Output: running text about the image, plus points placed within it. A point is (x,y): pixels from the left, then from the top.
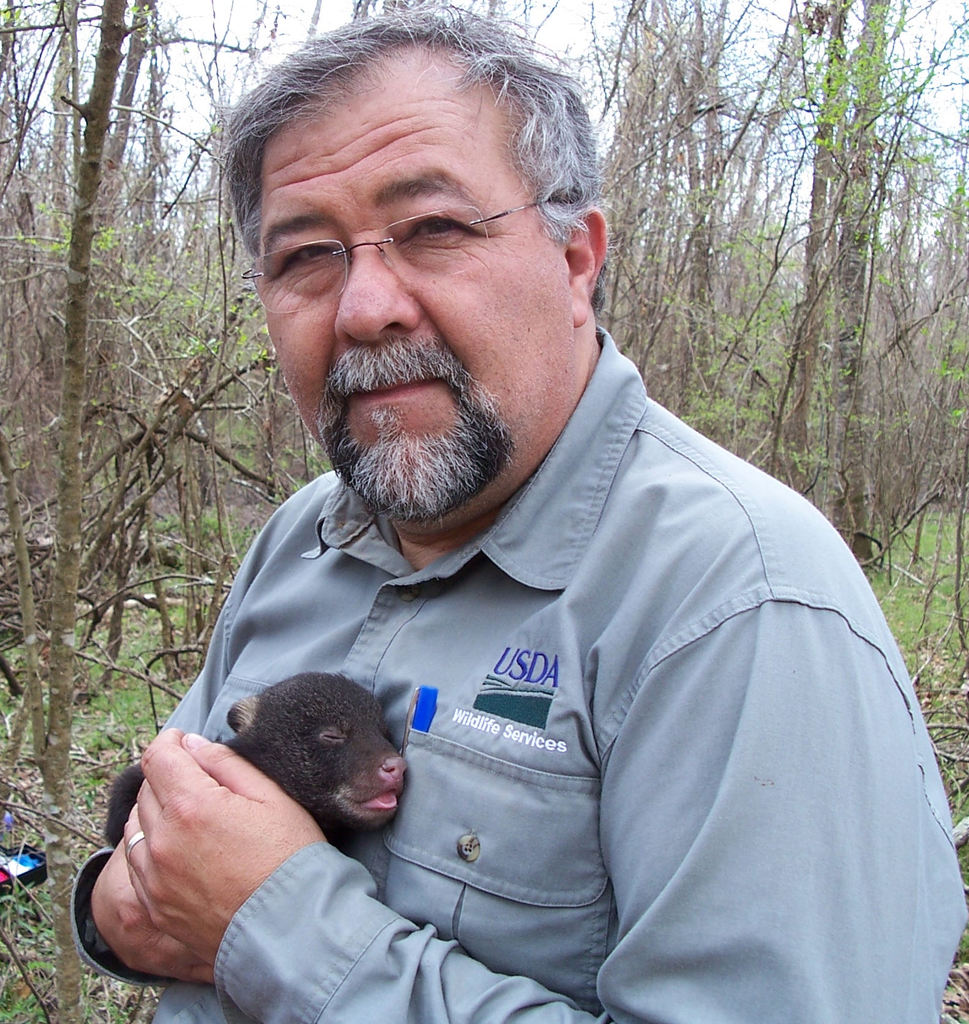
In this image there is a man (470,946) holding an animal (248,708) in his hands (203,889), in the background (190,469) there are trees (175,247).
